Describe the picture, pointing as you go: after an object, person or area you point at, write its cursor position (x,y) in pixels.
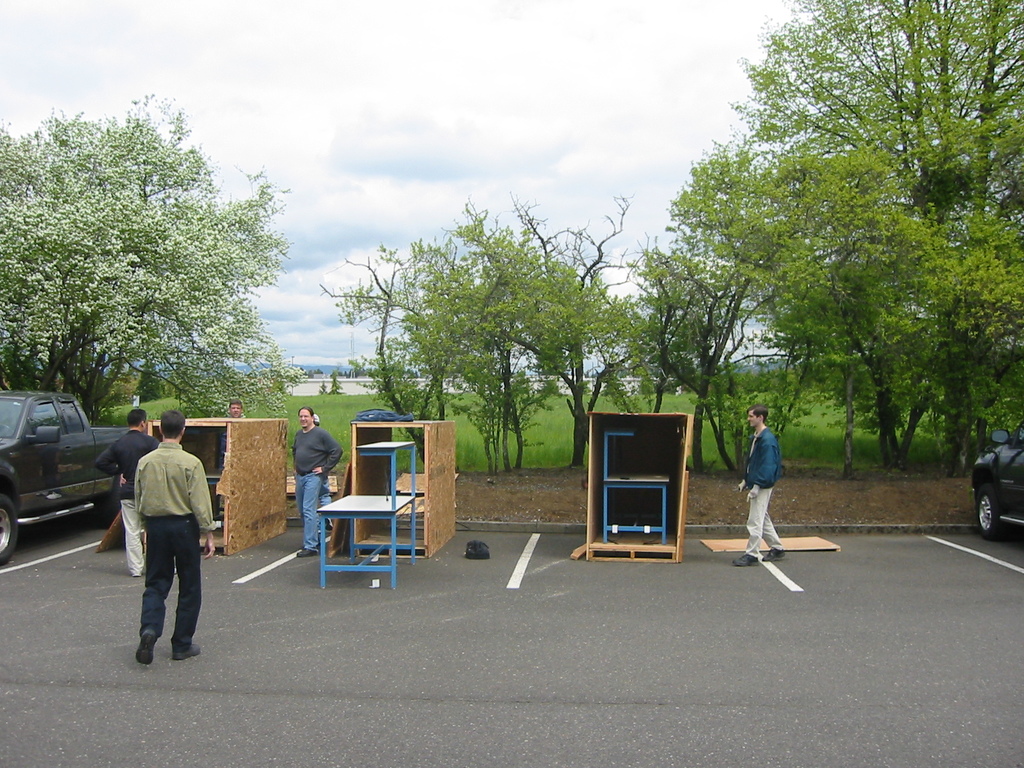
In this picture we can see a few people (335,442), vehicles (993,518), tables (401,448) and some objects (611,539) on the road (308,687). We can see grass (468,434), plants (406,392), trees (261,407), other objects (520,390) and the cloudy sky (611,113).
